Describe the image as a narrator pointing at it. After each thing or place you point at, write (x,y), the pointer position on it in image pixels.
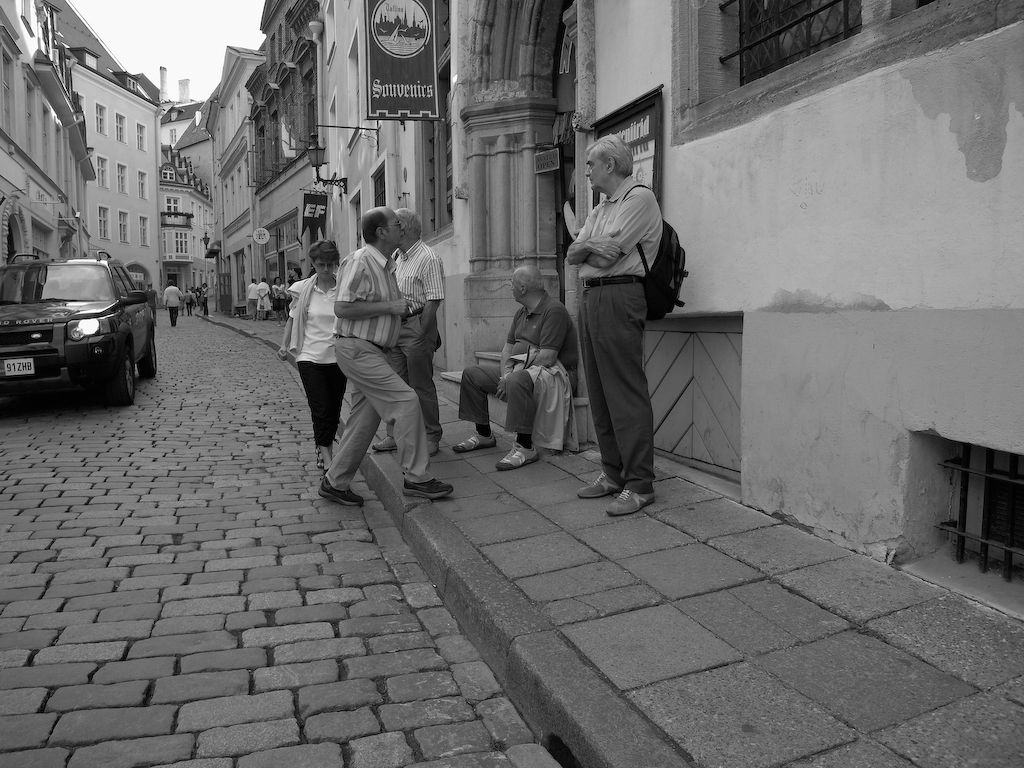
In this image, we can see some people (407,353) standing and there is a man (515,389) sitting, at the left side (82,374) there is a car (68,343), we can see some buildings (236,146).
